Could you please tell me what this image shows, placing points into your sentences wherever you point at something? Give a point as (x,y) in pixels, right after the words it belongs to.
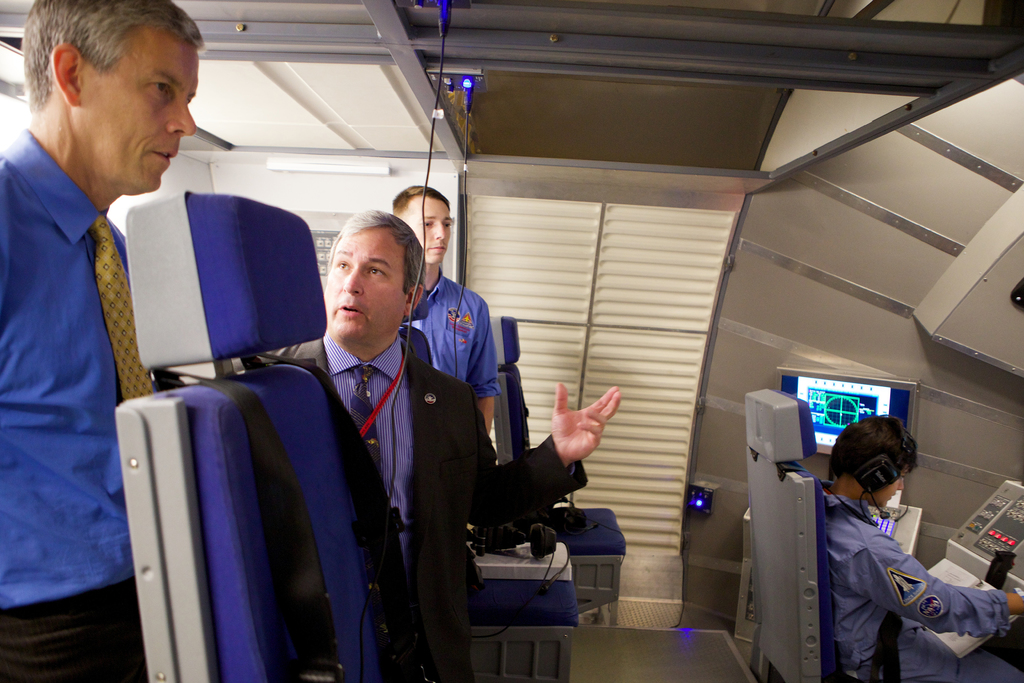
In this picture we can see 4 people (112,426) in a cabin (338,184) with chairs (776,481) & computer systems (905,383).
